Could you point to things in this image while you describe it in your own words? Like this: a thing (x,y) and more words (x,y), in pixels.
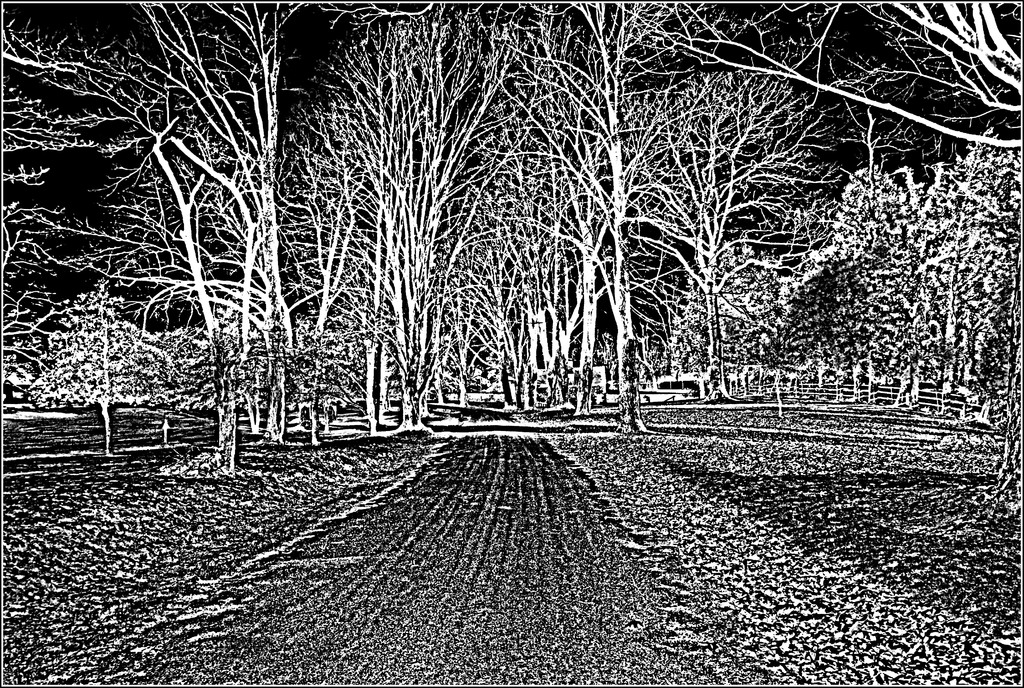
This is an edited and also a black and white image. In this image we can see trees (490,348).
